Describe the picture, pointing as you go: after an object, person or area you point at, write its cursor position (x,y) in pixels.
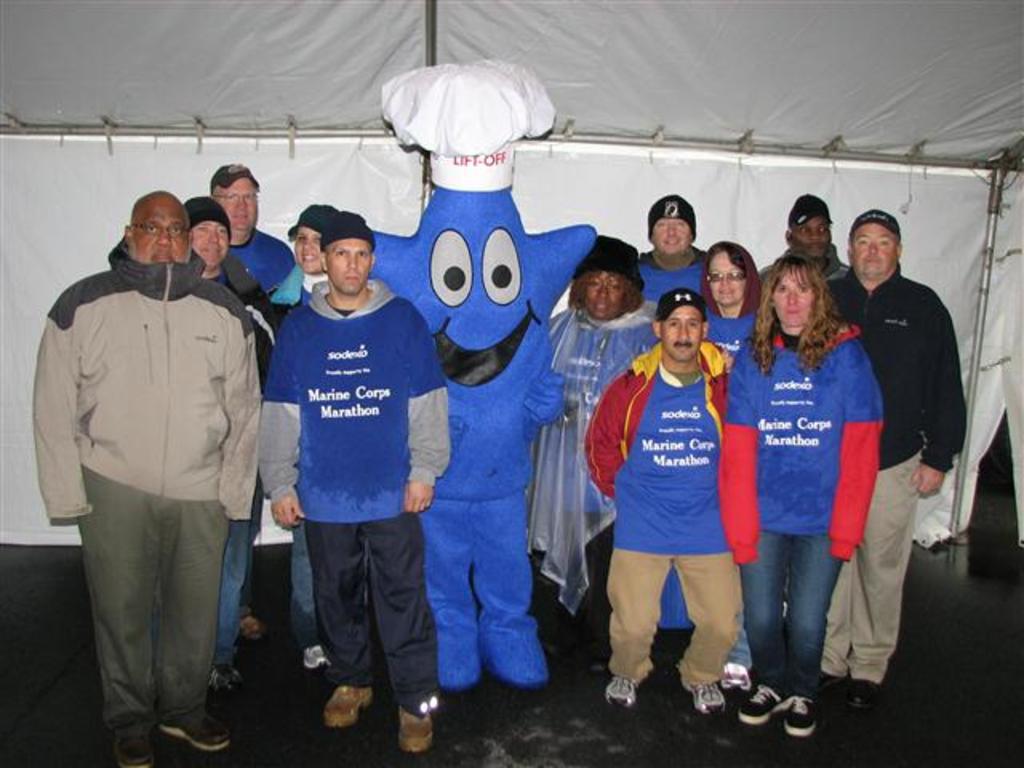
In this image we can see some persons (613,368), toy (518,648) and other objects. In the background of the image (64,190) there is a white background (379,212), iron object (16,131) and other objects (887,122). At the bottom of the image (508,701) there is the floor (498,732).
